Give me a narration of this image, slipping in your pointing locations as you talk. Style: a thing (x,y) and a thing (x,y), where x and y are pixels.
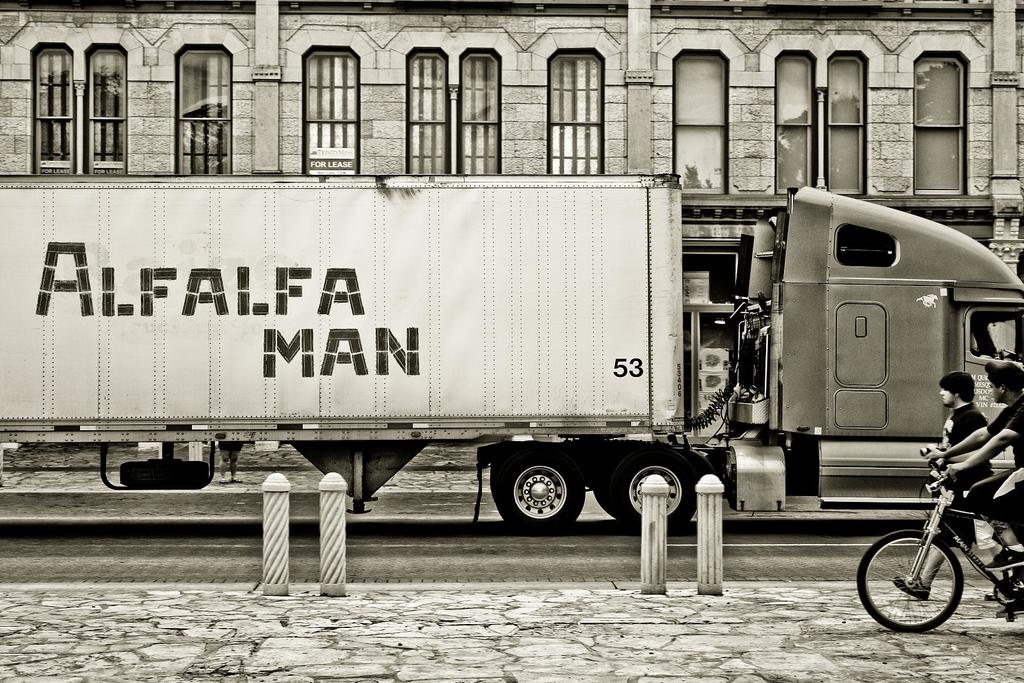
There is a truck (257,256) which has something written on it and there are two persons (982,440) in the right corner (967,445) and there is a building (570,103) in the background (531,88).
